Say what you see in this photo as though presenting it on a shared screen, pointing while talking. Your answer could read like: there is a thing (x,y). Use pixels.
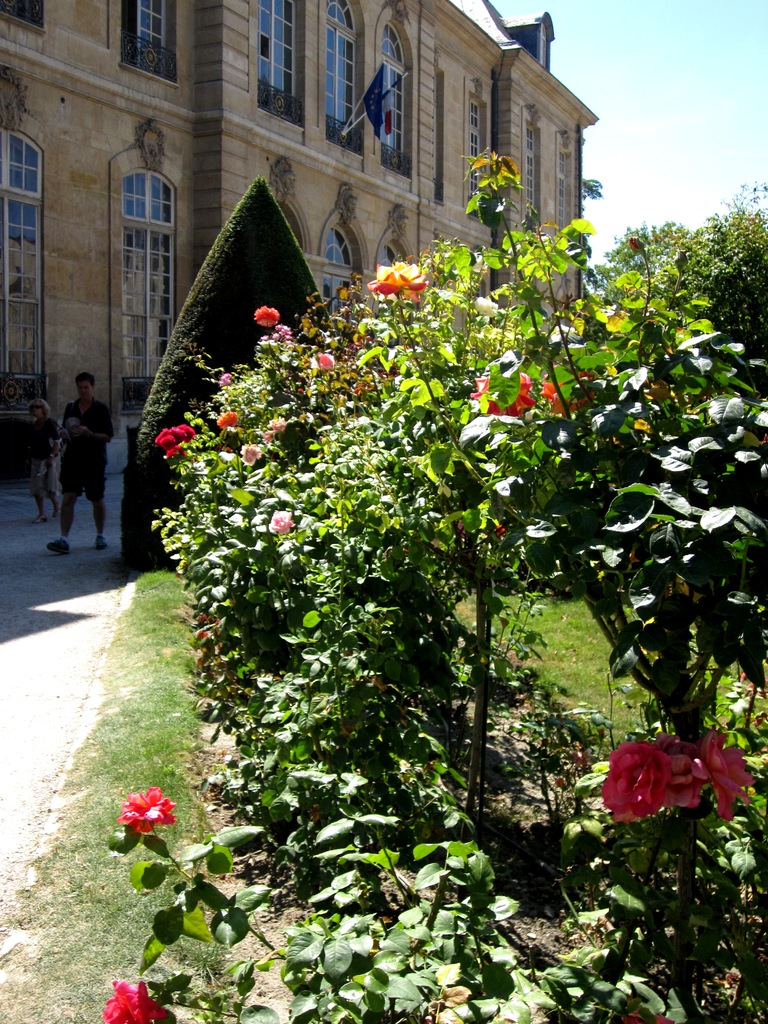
In the image we can see a building (173,129) and these are the windows (259,67) of the building (158,140). There people (78,485) walking and wearing clothes (43,444). Here we can see grass (557,636), plants (560,556), trees (751,240), flowers (148,816) and the sky (685,124). We can even see the flag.
